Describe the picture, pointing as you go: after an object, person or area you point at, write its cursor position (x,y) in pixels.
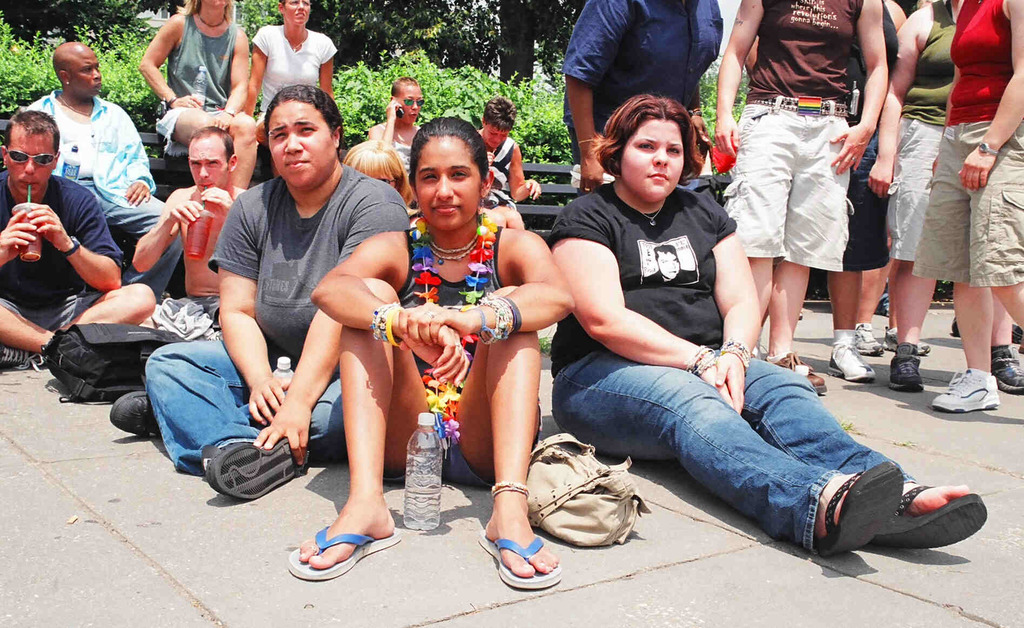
In this picture I can see few people (845,237) are standing and few are sitting on the ground (393,593) and I can see few are sitting on the bench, I can see trees (137,13) and couple of them holding cups (201,247) and drinking with the straws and I can see water bottle (408,520) and couple of bags (128,378) on the ground (483,491) and I can see a human (406,139) speaking on the mobile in the back (419,109).
